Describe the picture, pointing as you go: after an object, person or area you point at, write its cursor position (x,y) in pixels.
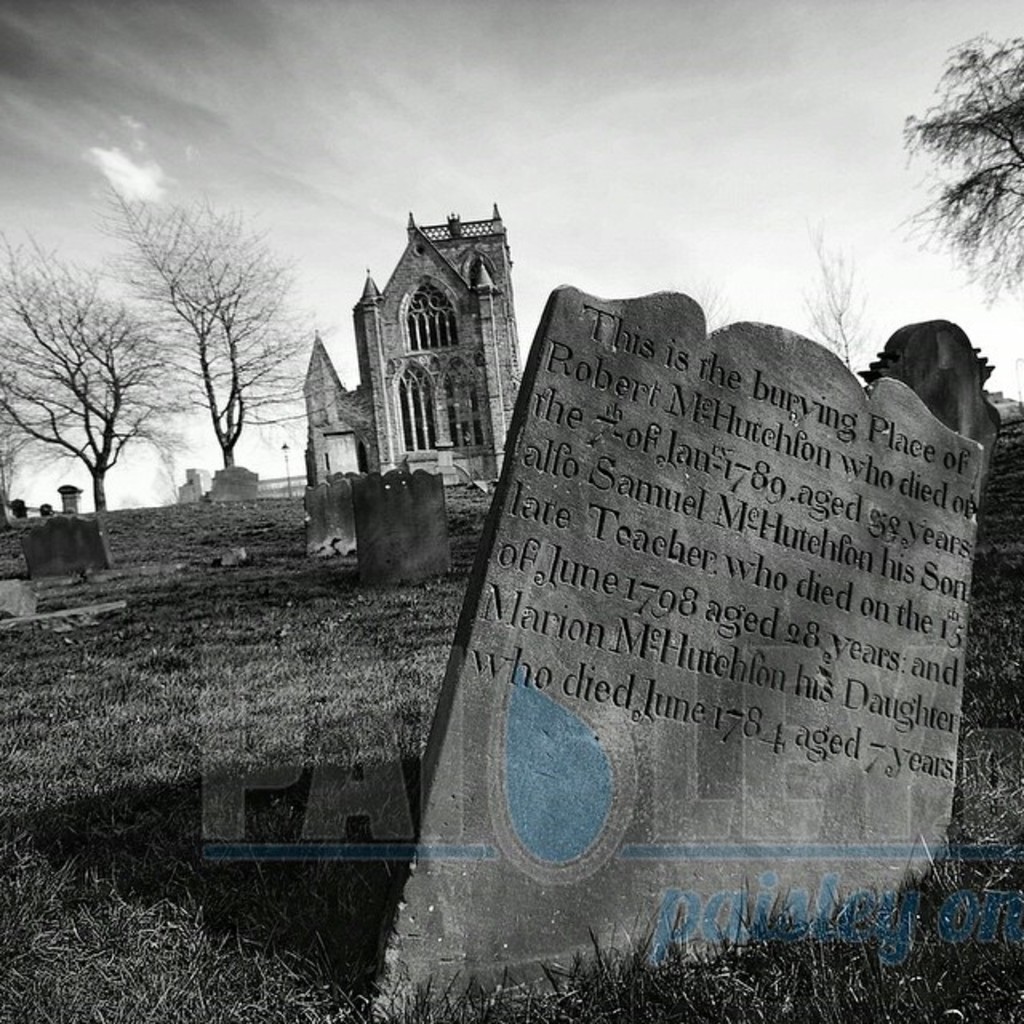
In this image there is a headstone (625,617) with some text (625,550) on it. Behind that there are headstones (399,477), trees (984,174) and a building (409,323). There is grass (260,630) on the surface (194,621). At the top of the image (484,78) there is sky (484,78). There is some text (542,755) at the bottom of the image (972,898).
